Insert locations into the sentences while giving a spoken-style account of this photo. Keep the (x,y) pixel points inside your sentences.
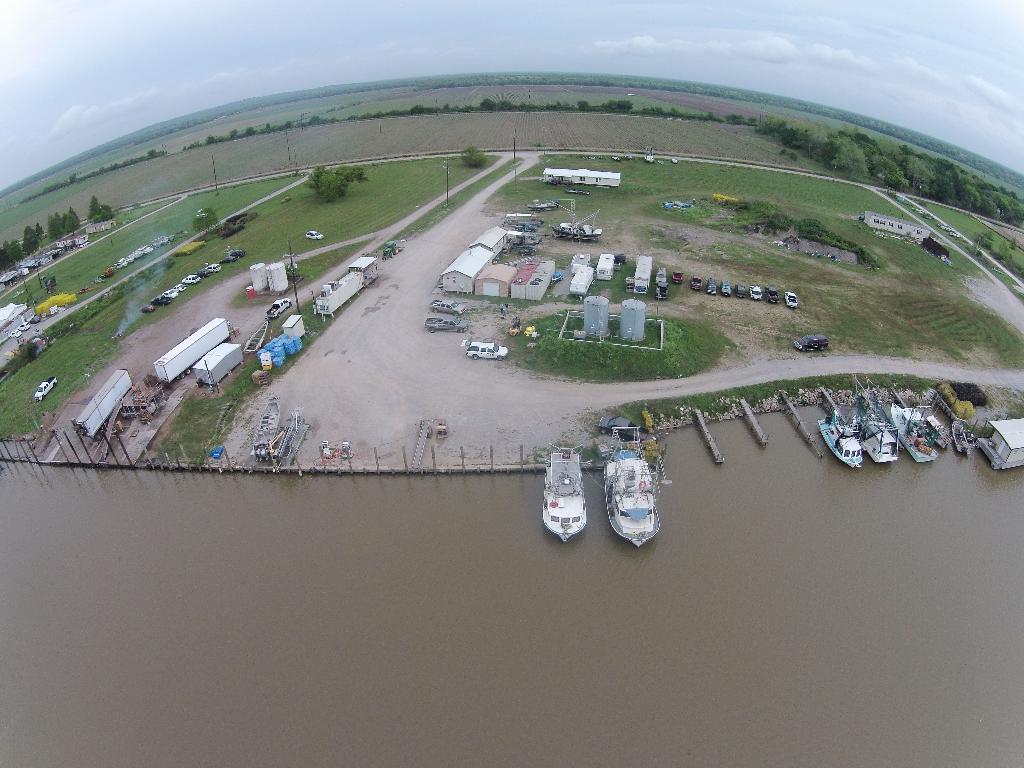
In this image in the center (655,288) there are some houses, trees (881,161), vehicles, grass (554,354), walkway (386,400) and some poles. And at the bottom (661,581) there is a river (661,581), and in that river (510,538) there are some ships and in the background (128,189) there are fields (488,132), and trees (94,150) and at the top (125,86) there is sky (911,80).
